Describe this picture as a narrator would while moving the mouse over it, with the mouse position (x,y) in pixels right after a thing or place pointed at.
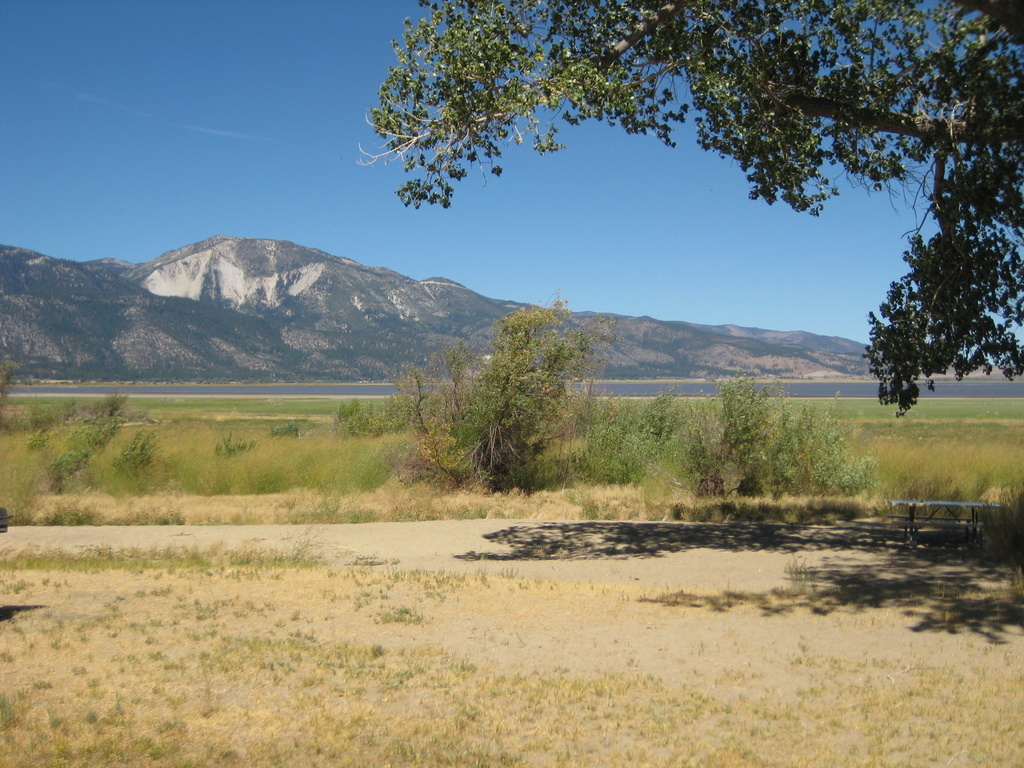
In this image there is the sky (252,154) towards the top of the image (487,205), there are mountains (328,298), there is water (250,388), there are plants (550,382), there is grass (189,476), there is a bench (958,505) on the ground (645,564), there is a tree (904,69) towards the right of the image (929,143).
